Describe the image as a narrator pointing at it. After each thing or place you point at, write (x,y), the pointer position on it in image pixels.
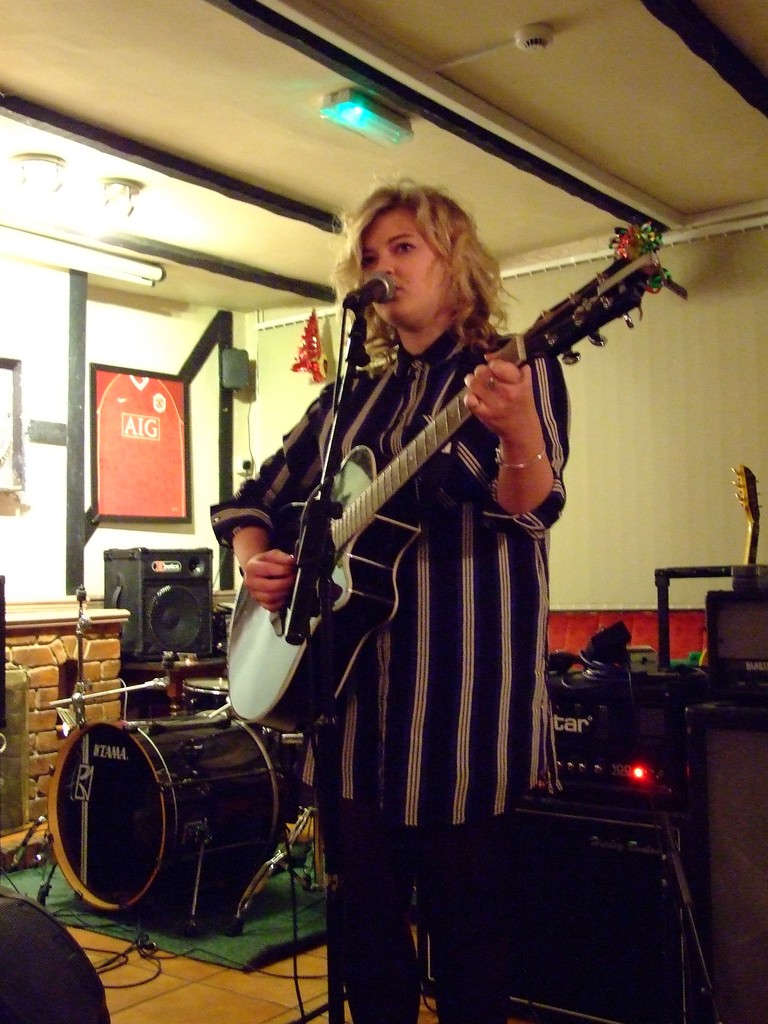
In this image I can see a woman (487,463) holding a guitar (391,569) in her hand (500,367). In the background (143,643) I can see a drum set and a speaker (156,645).
